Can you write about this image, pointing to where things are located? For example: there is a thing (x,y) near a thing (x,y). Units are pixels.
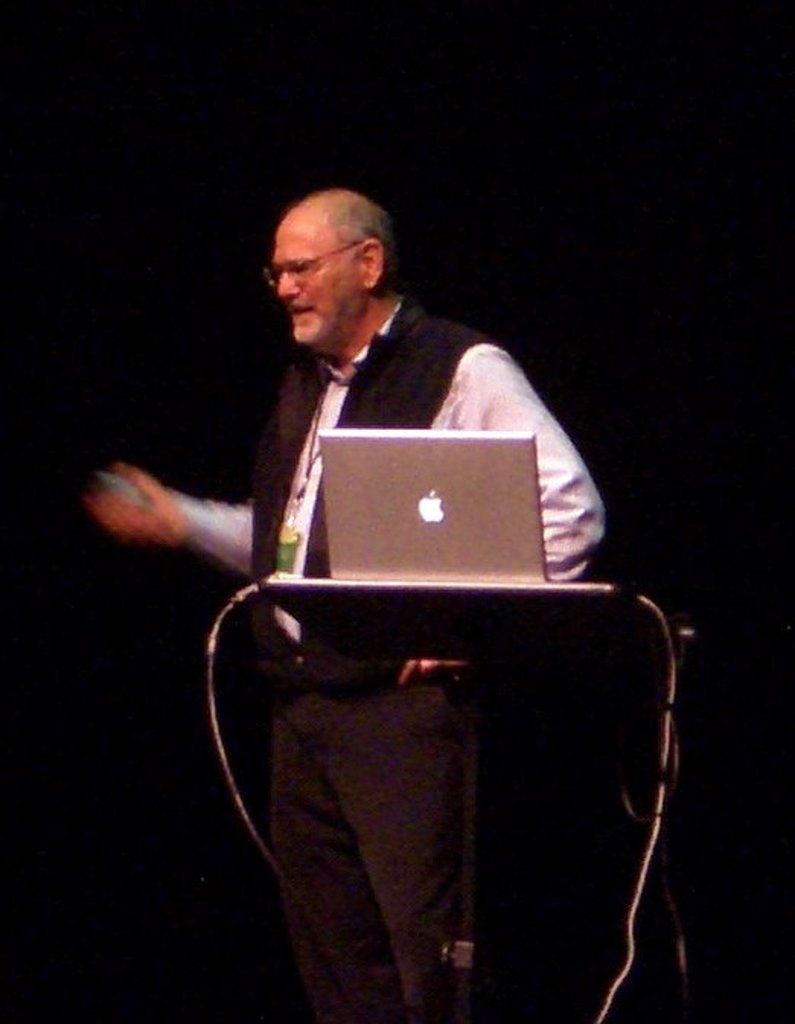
In the center of the picture (428,397) we can see a person (561,521), podium (599,586), laptop (415,566) and cables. The background (84,168) is dark. The person (337,332) is talking.
